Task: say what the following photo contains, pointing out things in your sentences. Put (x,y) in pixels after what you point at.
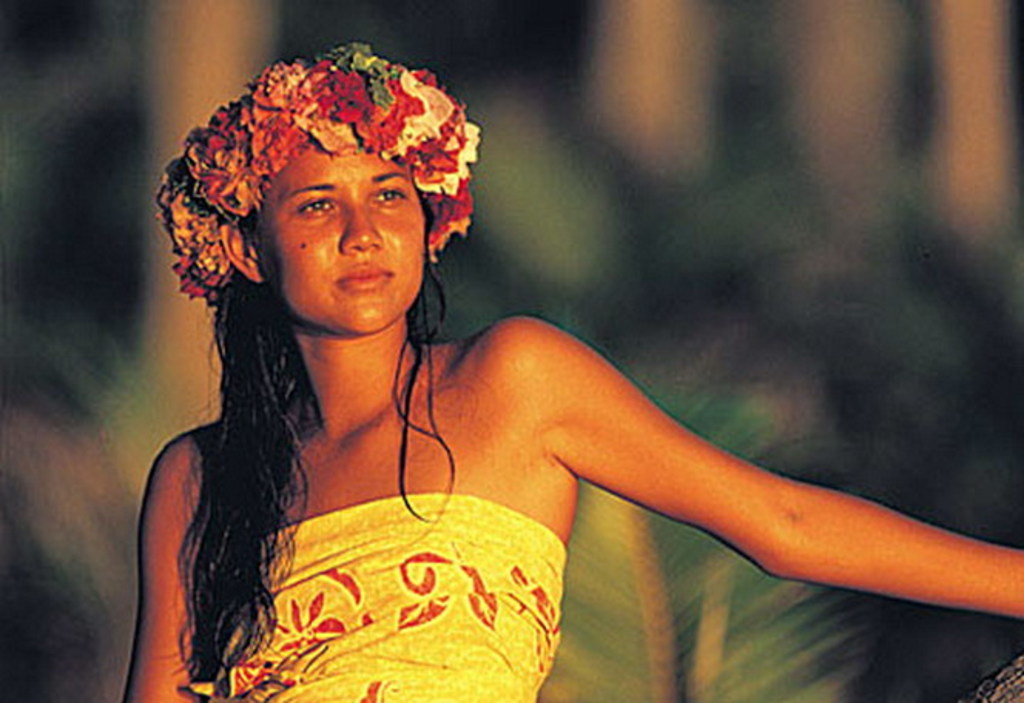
In this image there is a woman (433,458). She is wearing flowers (401,126) on her head (322,101). Background (917,483) is blurry.
